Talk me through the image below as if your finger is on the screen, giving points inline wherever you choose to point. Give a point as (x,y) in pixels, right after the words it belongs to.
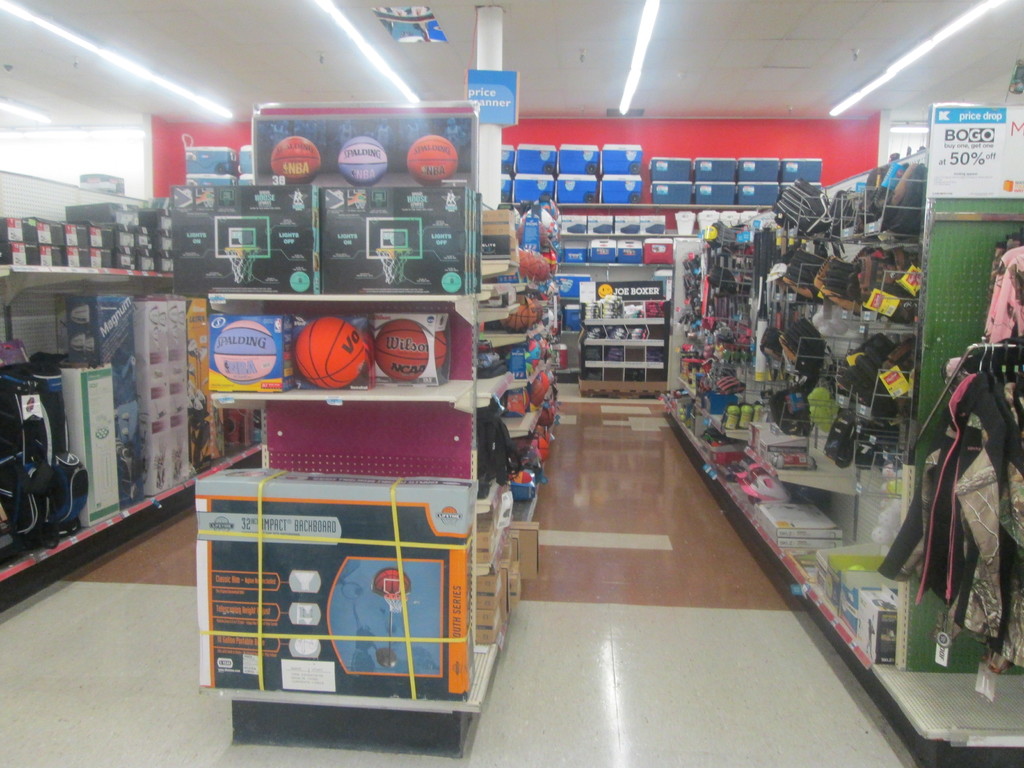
In this image, we can see the interior view of a shop (804,618). We can see the ground (711,643). We can see some racks (893,430) with objects (893,488) like balls (334,377), clothes (971,413). We can also see some boards (956,148) with text (956,154) written. We can also shelves (694,205) with some objects (628,161) that are attached to the wall (656,148). We can see some lights (644,65). We can see the roof (511,33). We can see a pillar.
